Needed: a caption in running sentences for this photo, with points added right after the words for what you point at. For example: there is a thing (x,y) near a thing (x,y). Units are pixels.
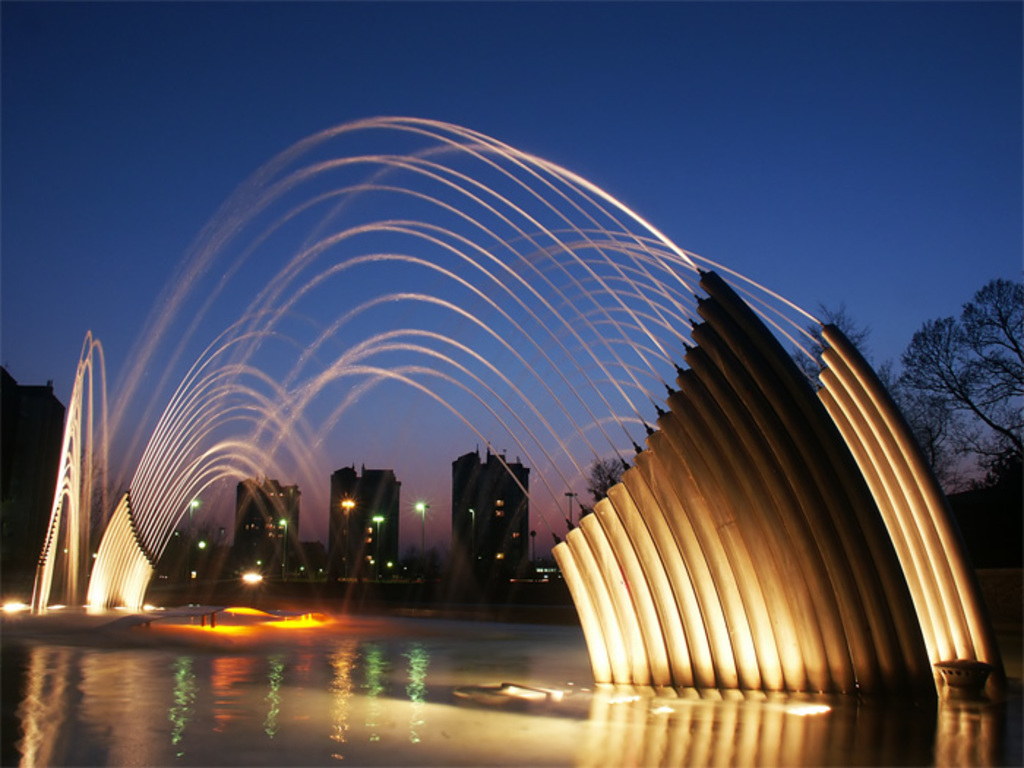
It's a beautiful waterfall (557,314), these are the lights (391,566). In the middle (496,481) there are buildings (463,513) at the top (581,141) it's a sky (690,103).
